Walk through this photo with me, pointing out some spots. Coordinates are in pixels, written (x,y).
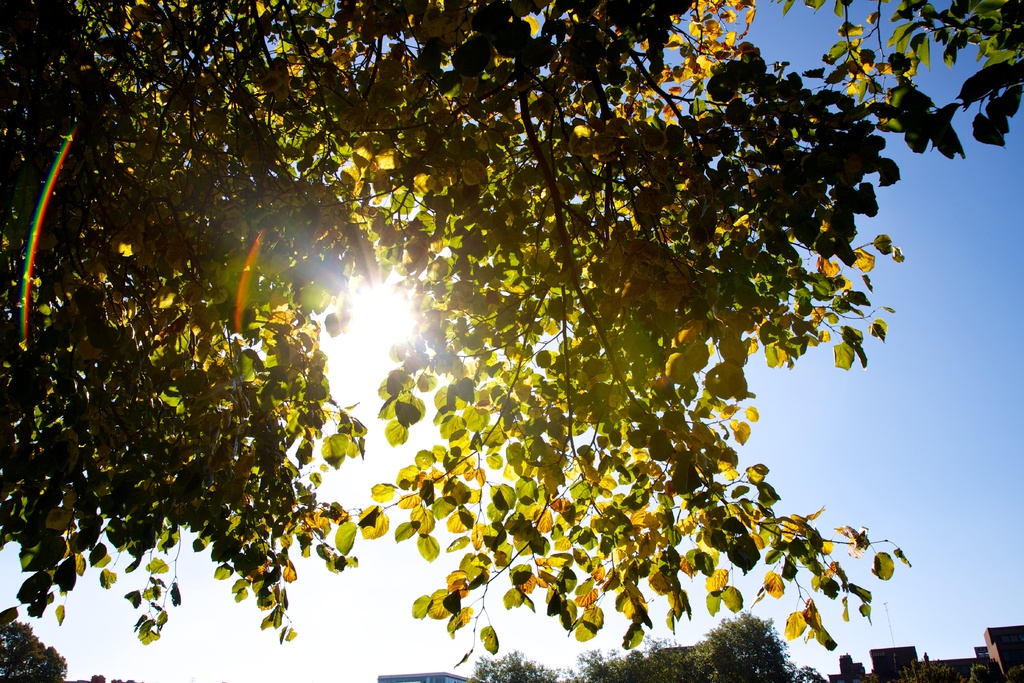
In this image we can see tree (425,493). Behind the tree (513,336) sky (919,327) and sun (355,327) is there. Bottom of the image (620,678) trees (754,672) and buildings (867,674) are there.
